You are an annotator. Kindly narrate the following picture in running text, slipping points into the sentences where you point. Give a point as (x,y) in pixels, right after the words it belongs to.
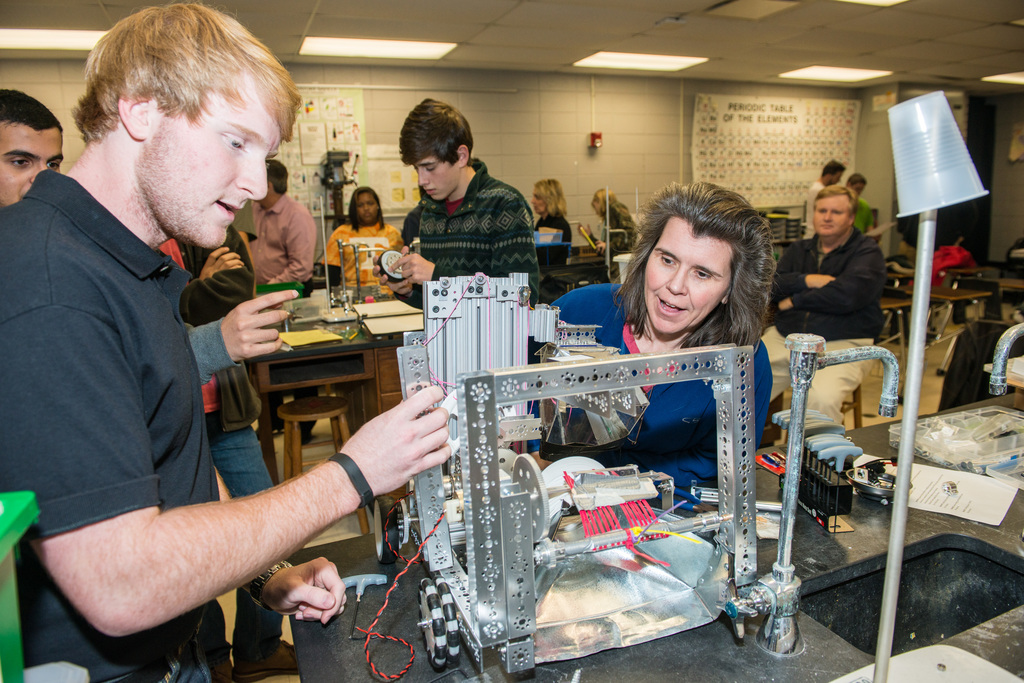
In this picture there is a man (138,369) who is standing near to the table (708,663). On the table (1018,516) I can see some equipment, water tap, wash basin (933,585) and pipe (894,587). In the centre (656,306) there is a woman (717,295) who is wearing blue top (698,428). In the back (271,272) I can see many people (538,208) were working on something. At the top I can see the lights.
